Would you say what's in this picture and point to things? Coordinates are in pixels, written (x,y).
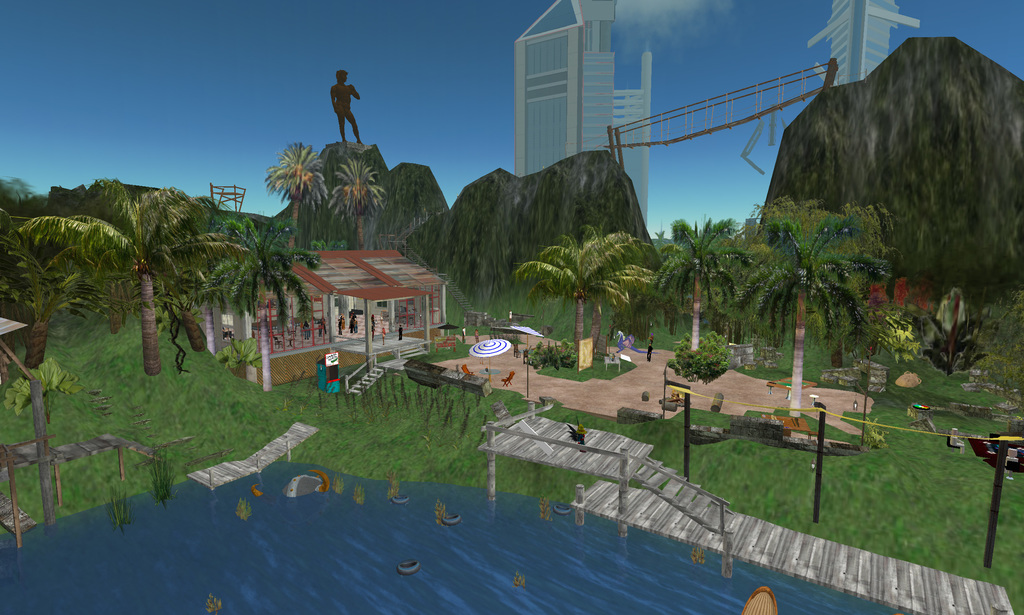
In this picture there is a painting (400,506) which has water (363,545), wooden objects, few people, a building (324,305), trees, mountains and a bridge (690,128) on it.
